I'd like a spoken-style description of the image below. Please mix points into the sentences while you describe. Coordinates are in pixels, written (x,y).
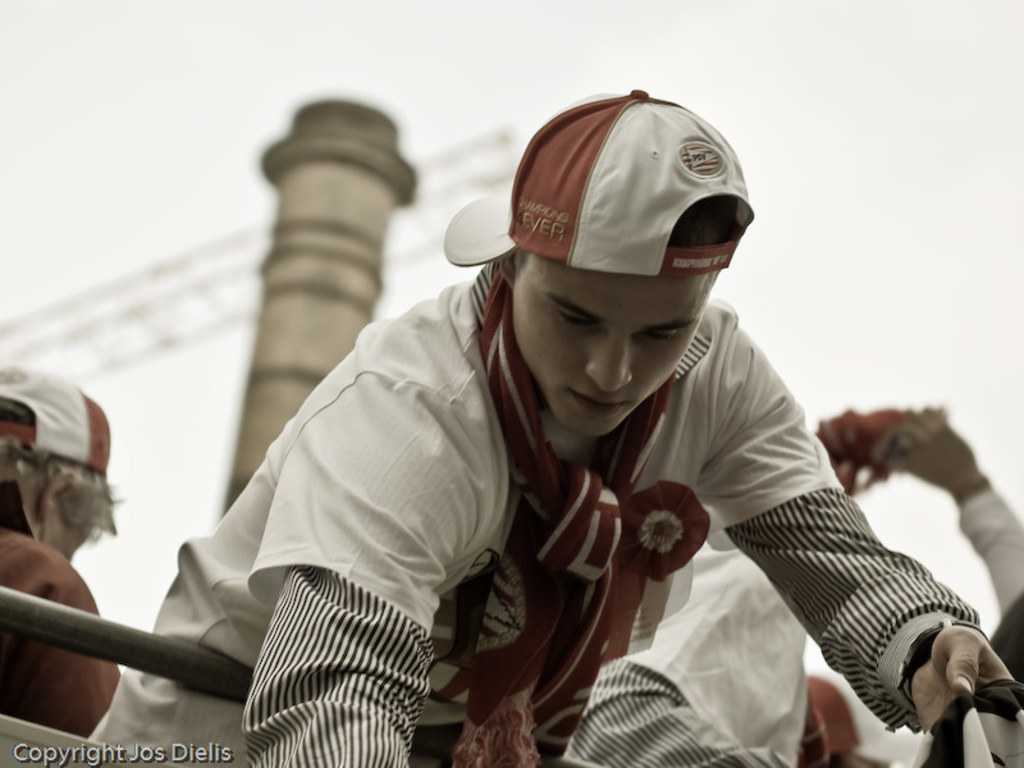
This picture is clicked outside. In the center (669,307) we can see the group of persons (789,537) holding some objects (978,718). On the left (25,465) we can see a person (44,525) and we can see the metal rod (99,621). In the background (370,117) we can see the sky (87,85), a tower (335,195) and some other objects (184,289). In the bottom left corner (170,749) we can see the text (140,756) on the image.
